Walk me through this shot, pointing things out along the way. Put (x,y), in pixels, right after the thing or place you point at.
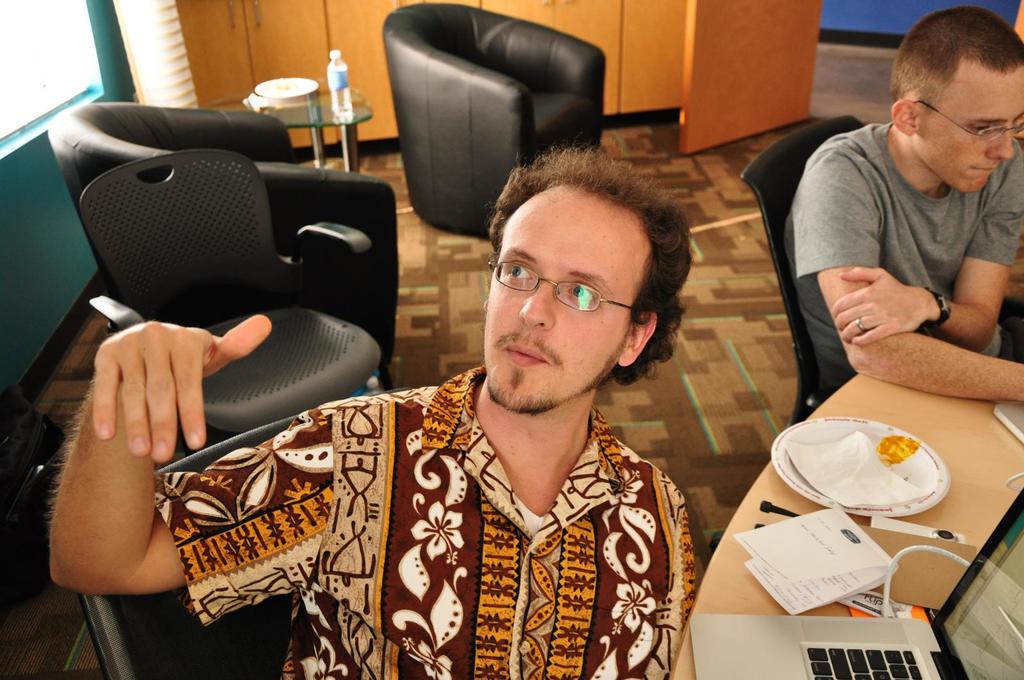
This picture is taken inside the room (21,612), There is a table (984,496) in yellow color and there are some objects (880,567) on the table (823,611), There are some people (919,332) sitting on the chairs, In the background (296,265) there are some chairs (214,215) and sofas (454,118) in black color, There is a wall (645,21) in yellow color, There is a bottle (335,109) on the table (317,94), In the left side (64,190) there is a wall (38,257) of blue color.
